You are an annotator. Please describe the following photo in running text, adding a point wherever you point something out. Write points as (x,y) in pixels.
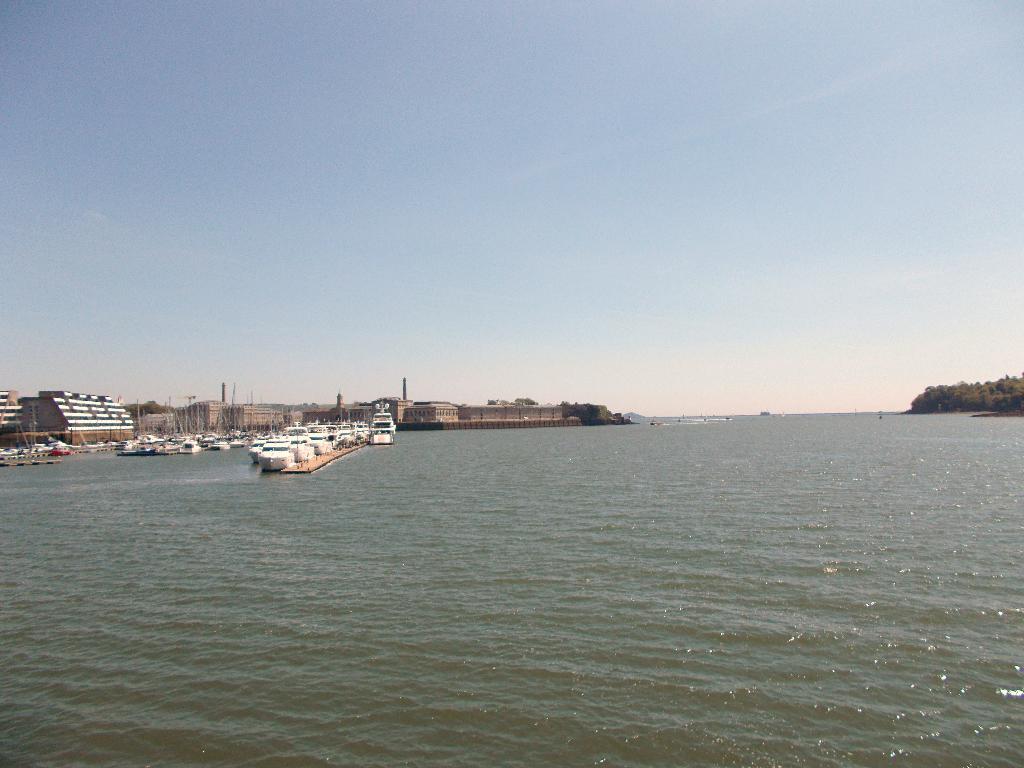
In this image I can see the water (532,610). To the left (333,442) there are many boats (313,438) on the water (235,506). In the background (140,431) I can see the buildings (275,416) and the wall (455,427). To the right (997,386) I can see many trees (983,394). In the back (531,226) I can see the sky (529,207).
